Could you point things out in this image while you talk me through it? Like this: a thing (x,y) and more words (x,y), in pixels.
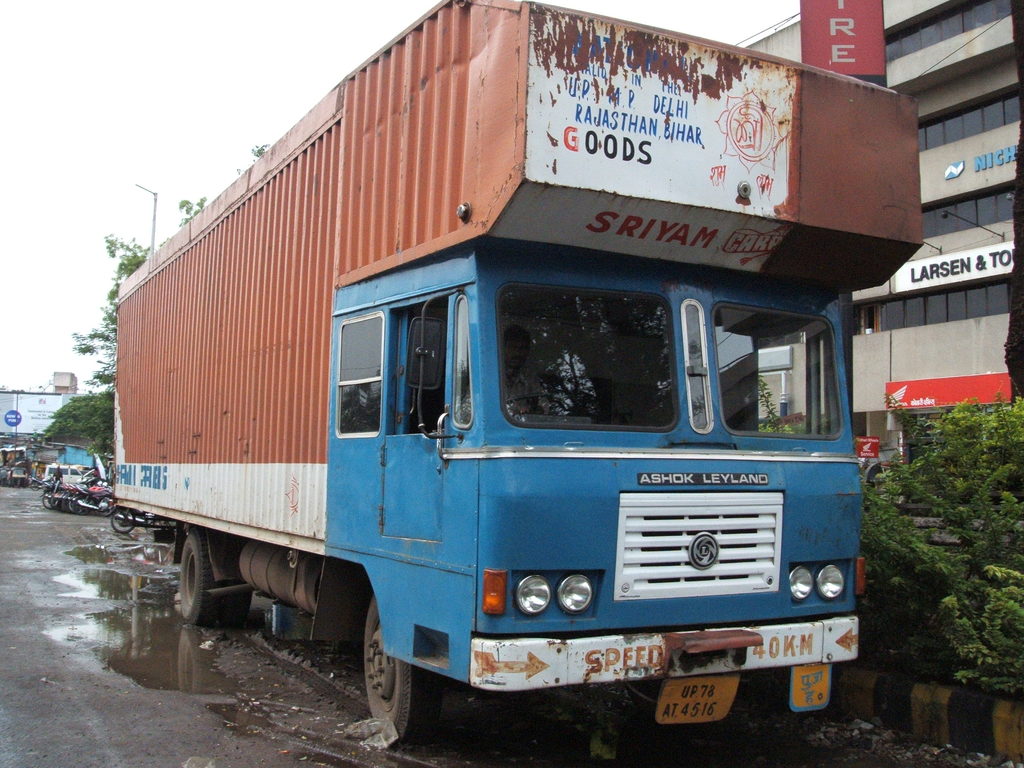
This picture is clicked outside. In the center (469,496) we can see the group of vehicles (228,493) seems to be parked on the ground (30,701). In the background (267,38) we can see the sky (247,88), trees (95,415), buildings (932,367) and many other objects (27,412).
